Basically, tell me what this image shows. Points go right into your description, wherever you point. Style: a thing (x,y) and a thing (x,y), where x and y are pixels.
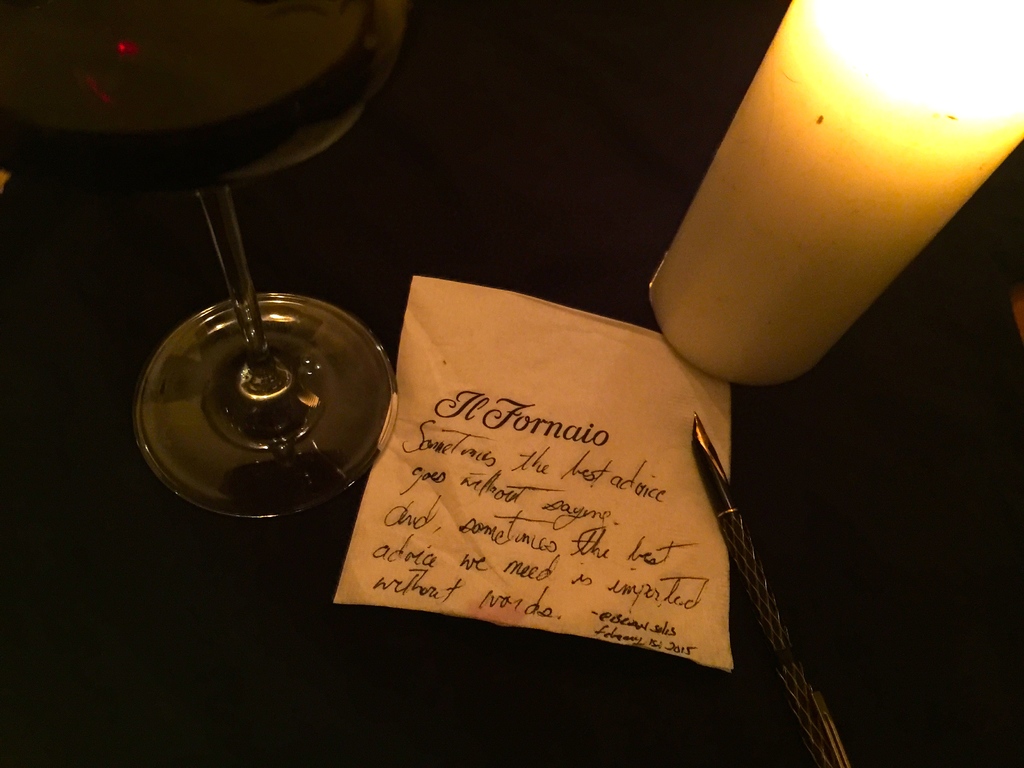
In this image we can see a glass (204,169), candle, pen (762,597) and a note (509,505) on the black color surface (989,611).
